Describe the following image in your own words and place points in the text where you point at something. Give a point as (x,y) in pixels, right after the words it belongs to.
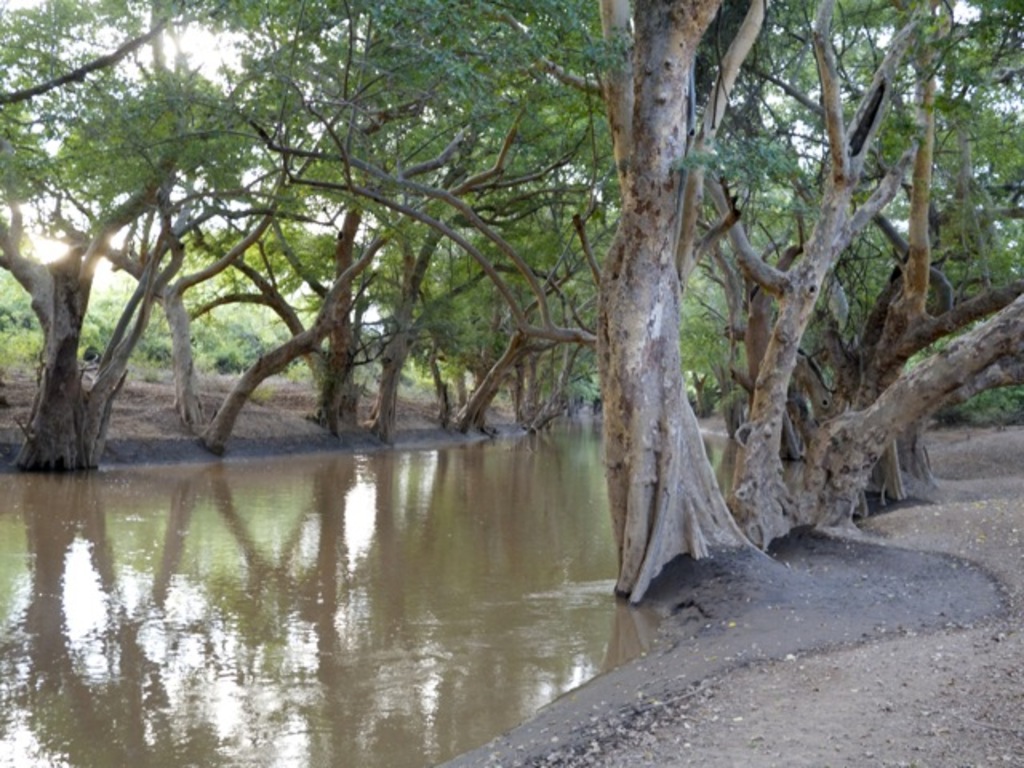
In this image I can see on the left side (325,585) water (460,600) is flowing and there are trees (463,295) in the middle (539,316). On the right side (798,611) it is the sand (789,678).
